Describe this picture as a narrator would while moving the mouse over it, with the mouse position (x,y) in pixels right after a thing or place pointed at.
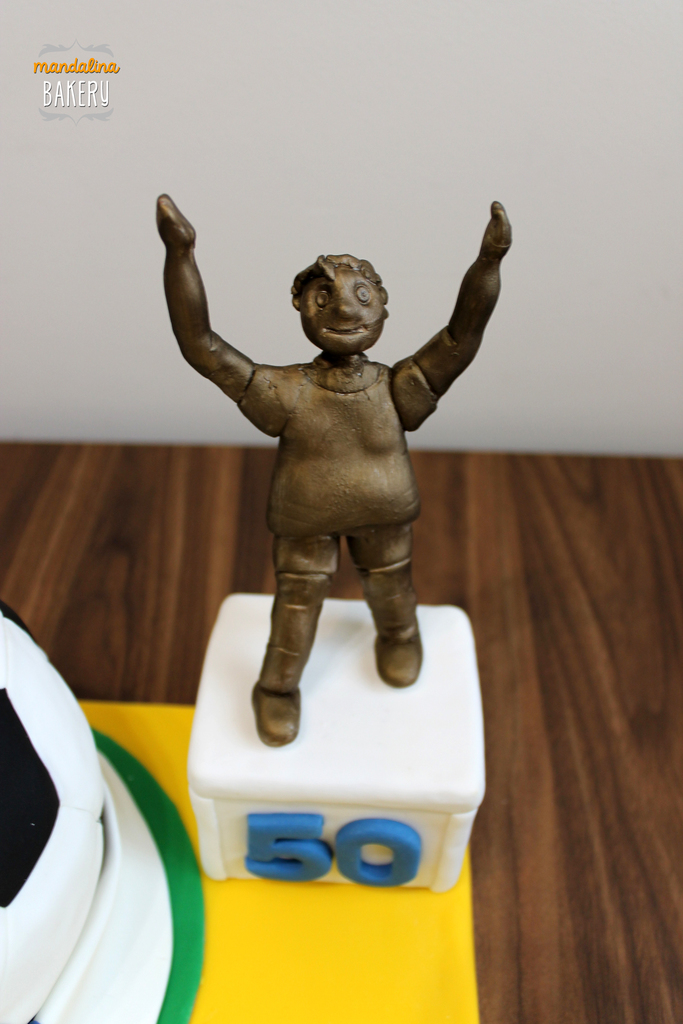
There is a statue (302,496) on a white color box (325,749). On the box (332,840) there is a number (342,854). It is on a yellow surface (339,952). And there is a wooden table (587,871). In the back (502,155) there's a wall (378,155). There is a watermark (84,65) on the left top corner (69,62). On the left (73,761) down corner there is a white color thing (62,768).
